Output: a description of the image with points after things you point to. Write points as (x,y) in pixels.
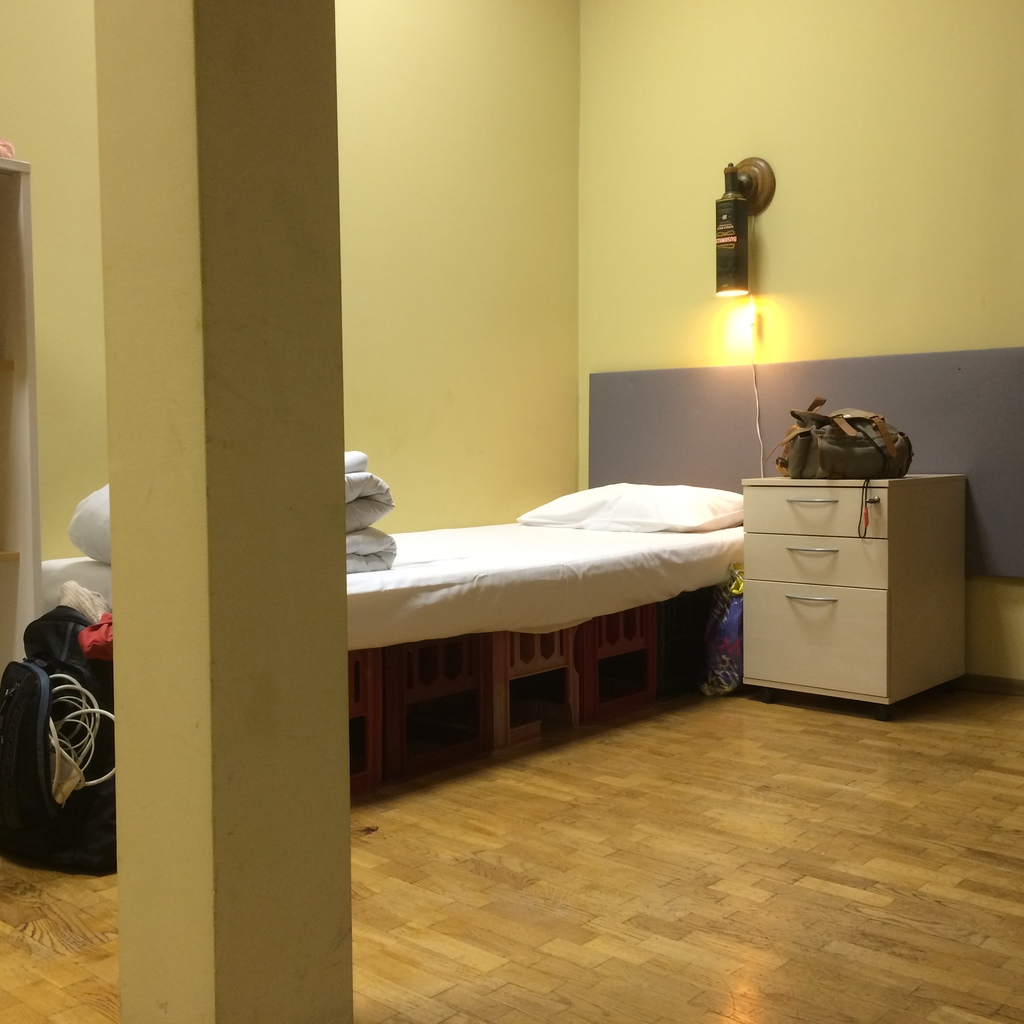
In this we can see a room (533,330). There is a bed (474,555) with bed sheet (564,552) and pillows (645,503). Here we can see a bag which is on the left side (41,617).
